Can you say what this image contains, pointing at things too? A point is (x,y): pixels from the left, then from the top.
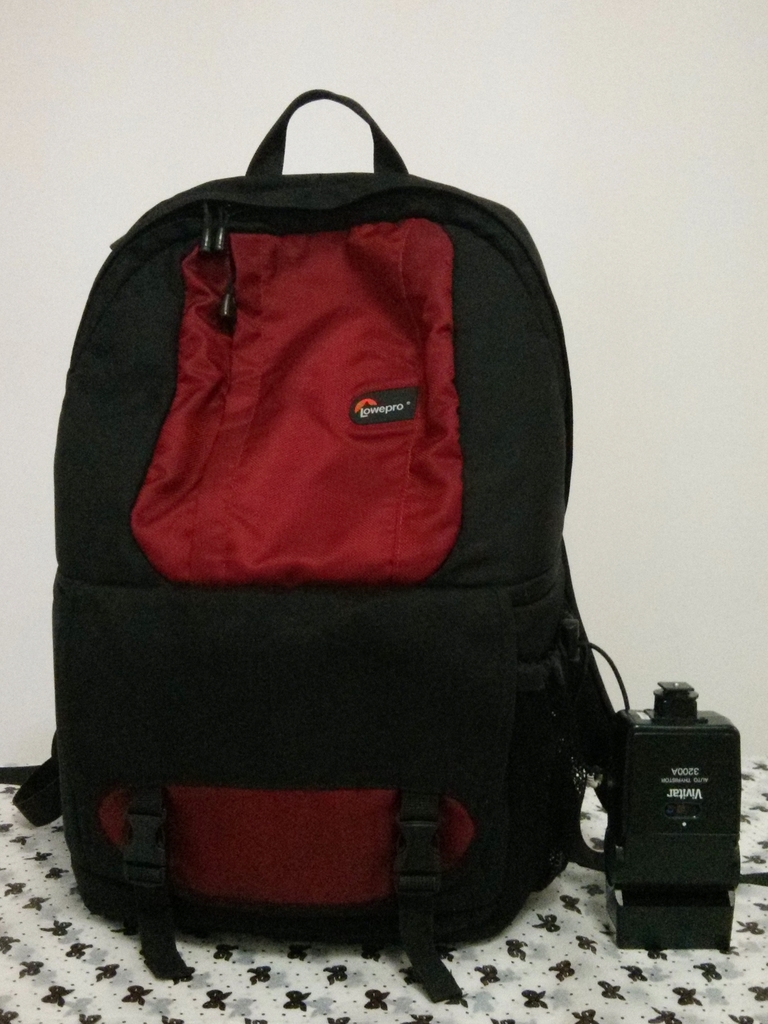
There is a red and a black bag (269,625) on the table (348,971). On the table (326,955) there is a design cloth (592,968). And some other item (652,834) is on the table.
